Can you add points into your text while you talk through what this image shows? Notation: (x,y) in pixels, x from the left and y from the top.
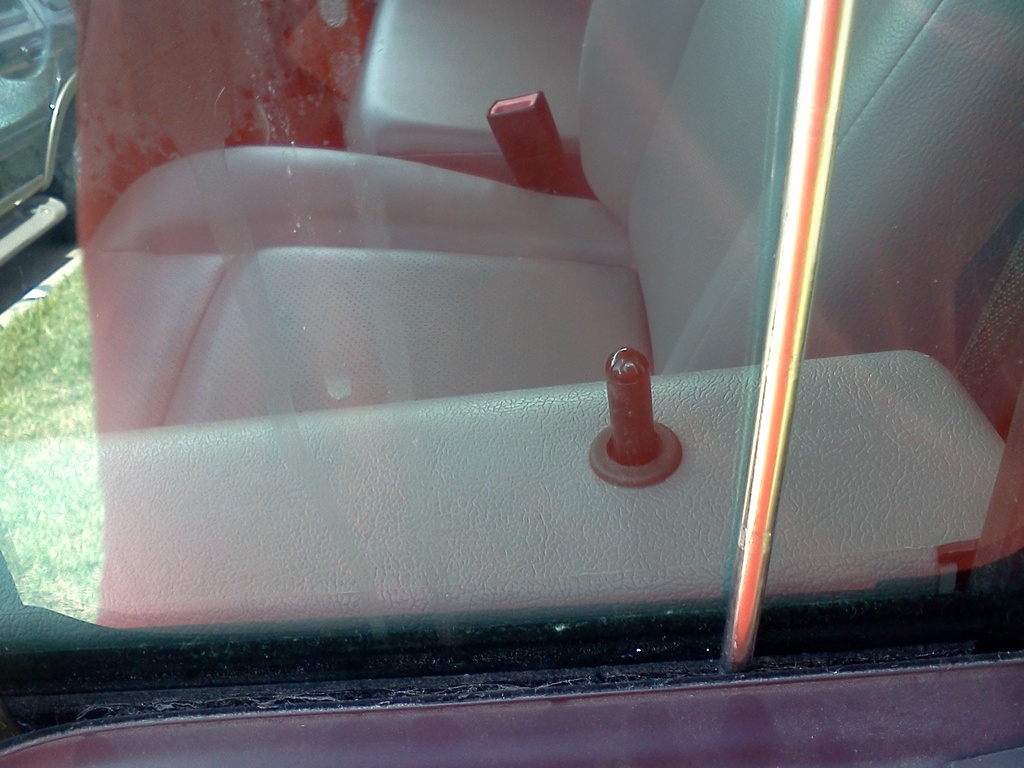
In this image I see the transparent glass (531,240) through which I see the seats (996,106) and I see 2 things (526,136) over here and in the reflection (91,328) I see the green grass (52,409).
